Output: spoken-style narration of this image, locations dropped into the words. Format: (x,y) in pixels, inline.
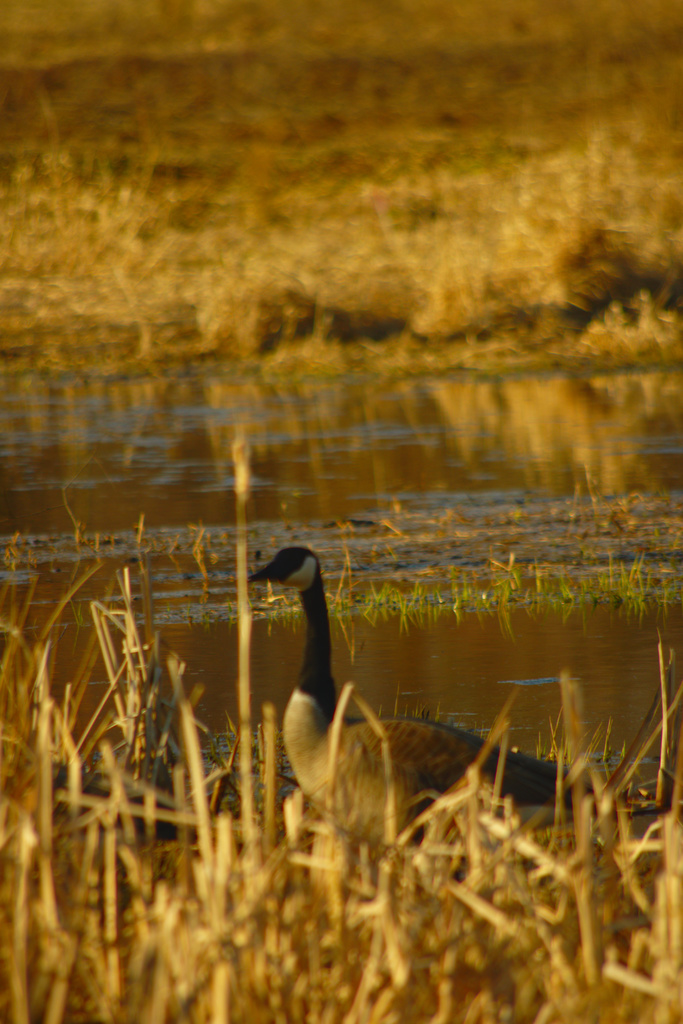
In this picture I can see there is a duck (349,770) and it has a long neck (333,696) and I can see there is some water (346,631) behind it and there is dry grass (444,357).
